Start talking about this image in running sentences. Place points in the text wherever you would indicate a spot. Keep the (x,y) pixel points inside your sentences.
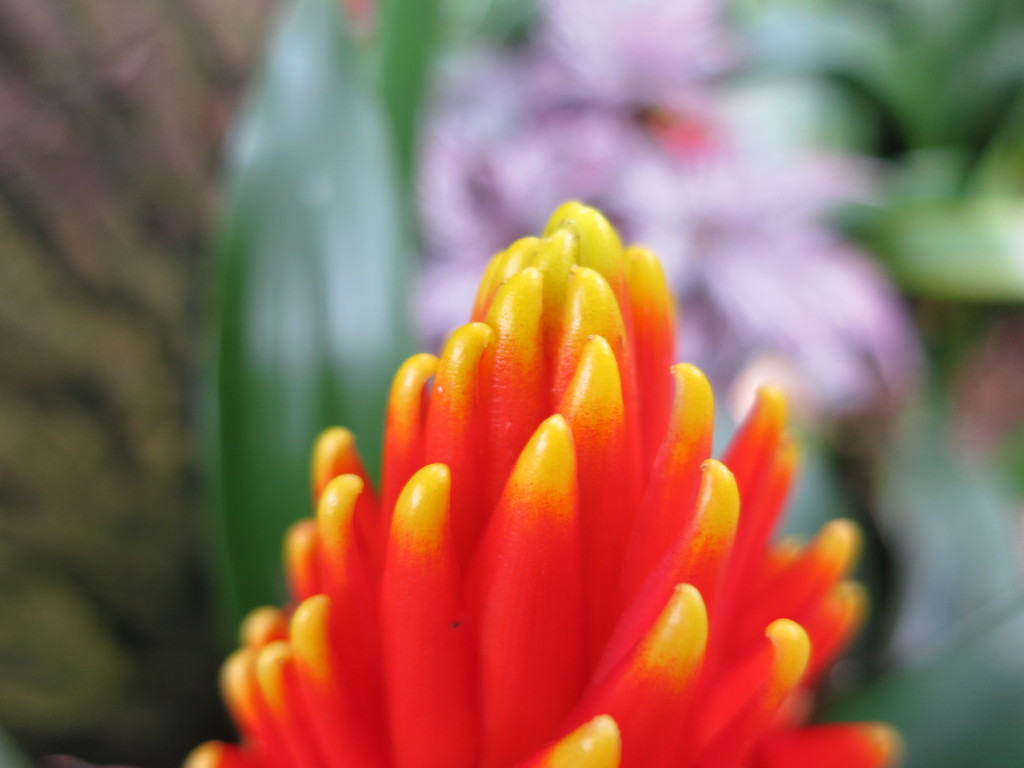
At the bottom (586,615) we can see a flower (552,442). In the background (447,135) the image is blur but we can see leaves (336,154) and flowers (711,244).
